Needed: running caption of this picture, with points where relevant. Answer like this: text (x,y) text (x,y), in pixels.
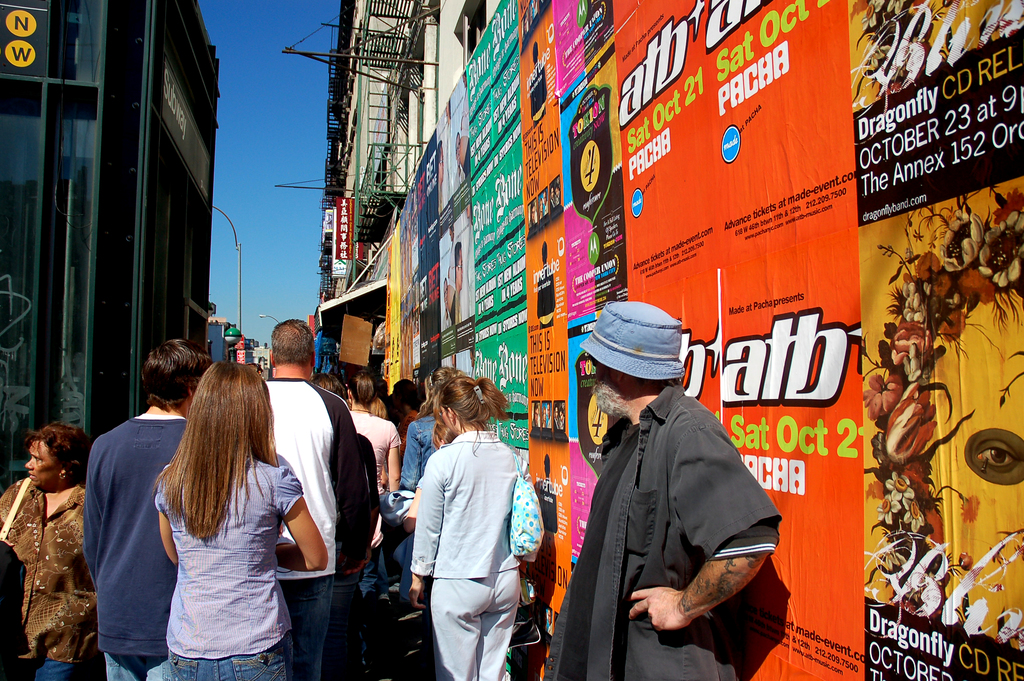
In this picture we can see many person (289,575) moving in the lane (418,660). On the right side of the wall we can see many advertisement posters (524,366).
